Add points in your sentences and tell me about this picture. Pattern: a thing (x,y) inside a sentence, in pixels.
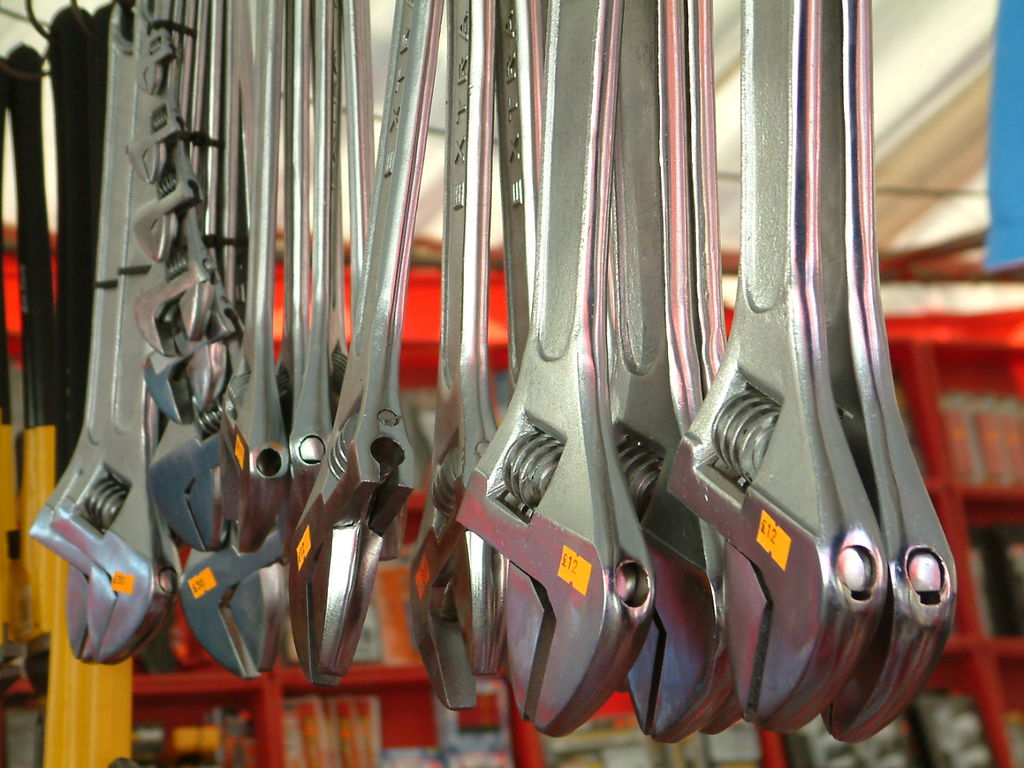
In this image we can see set of wrench (648,288). Background of the image (1022,401), things (1013,417) are arranged in the red color rack (971,529).
